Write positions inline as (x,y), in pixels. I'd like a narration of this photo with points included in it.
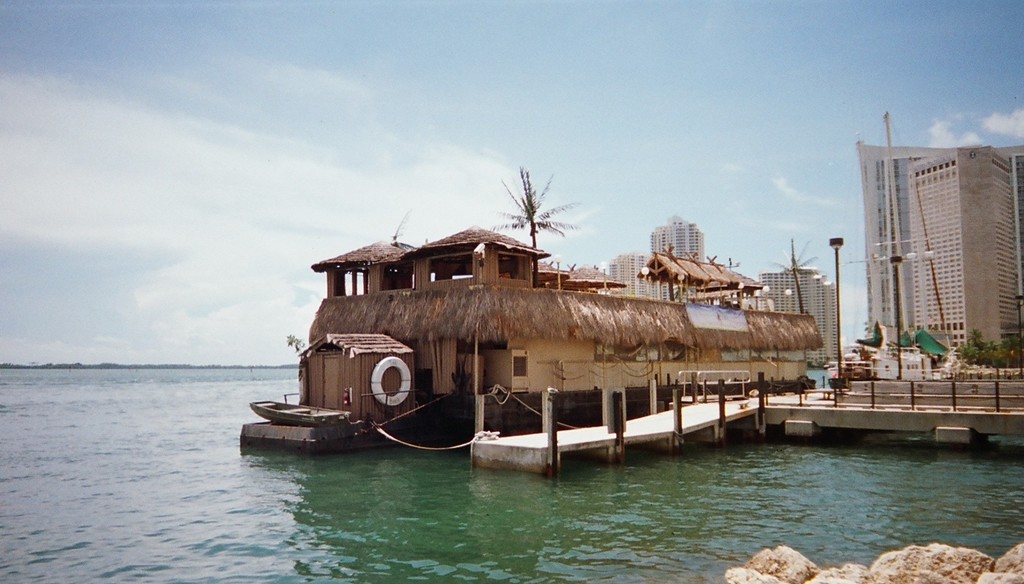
In this picture we can see a house boat (522,304), poles (1020,349), trees (980,354), water (349,489), and buildings (951,338). In the background (598,117) there is sky (672,101).
